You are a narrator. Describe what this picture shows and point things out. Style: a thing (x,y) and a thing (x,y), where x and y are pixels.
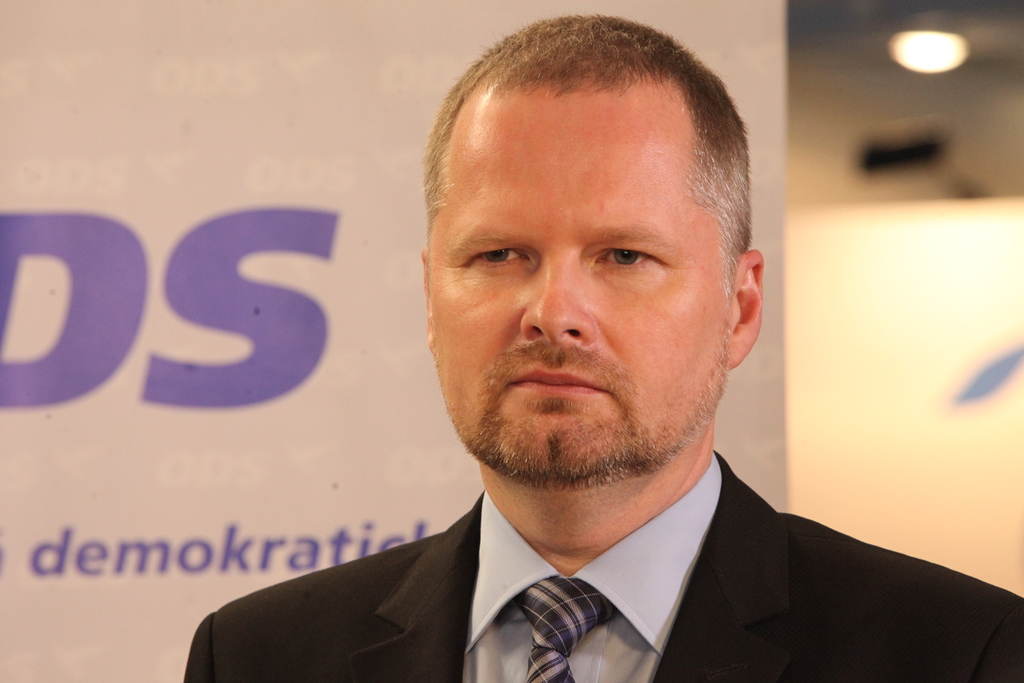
In the foreground (794,637) I can see a man (655,516) in black suit (804,622). In the background (247,43) I can see a board (408,77), wall (822,99) and light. This image is taken may be in a hall (803,203).
